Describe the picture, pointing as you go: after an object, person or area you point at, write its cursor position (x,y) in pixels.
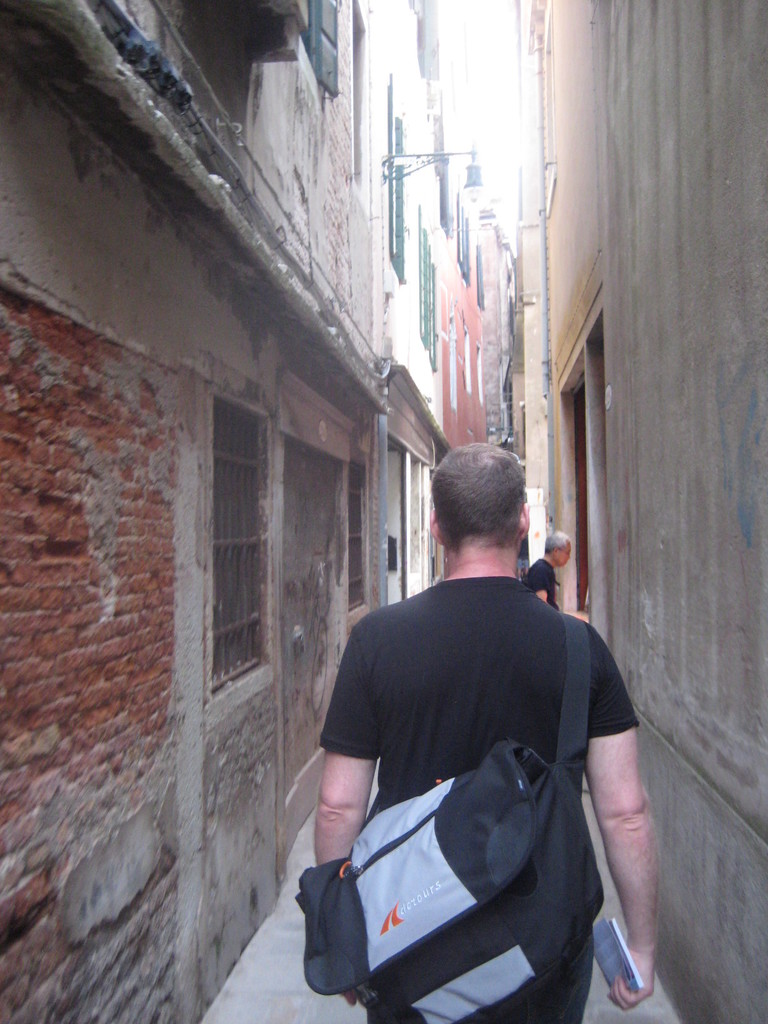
The image is in a narrow alley (617,1010) of the city. In the image man (395,631) wearing a black color shirt (425,657) holding a book (599,955) on his hand (633,1007) and he also wearing backpack (574,941) is walking. In background (532,587) there is another man (546,576) wearing a black color shirt (551,587), on right side (579,500) and left side (38,517) we can also see buildings (711,496), windows (352,514).
